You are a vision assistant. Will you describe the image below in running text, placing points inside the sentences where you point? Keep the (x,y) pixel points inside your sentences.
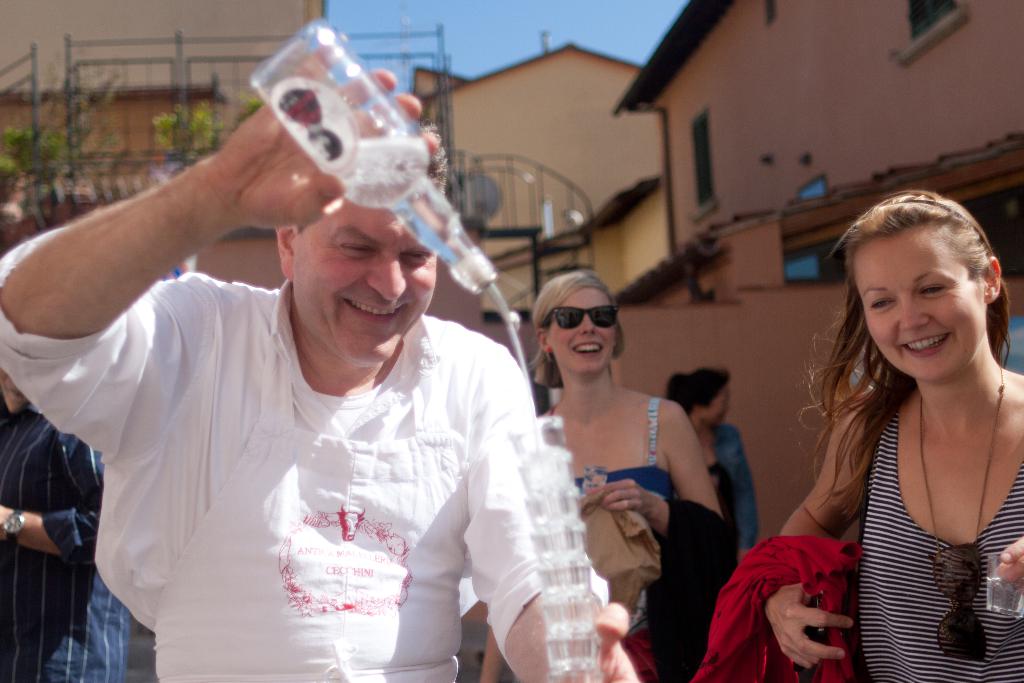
In this image we can see few people (346,444), a person (215,457) is holding glasses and a bottle (449,245) with drink (376,185) and two of them are holding glasses (1005,600) and few objects (654,569) in their hands (664,505) and there are few buildings (843,117), railing (180,116) and plants (36,149) on the building (140,146) and there is the sky (451,62) in the background (627,44).
